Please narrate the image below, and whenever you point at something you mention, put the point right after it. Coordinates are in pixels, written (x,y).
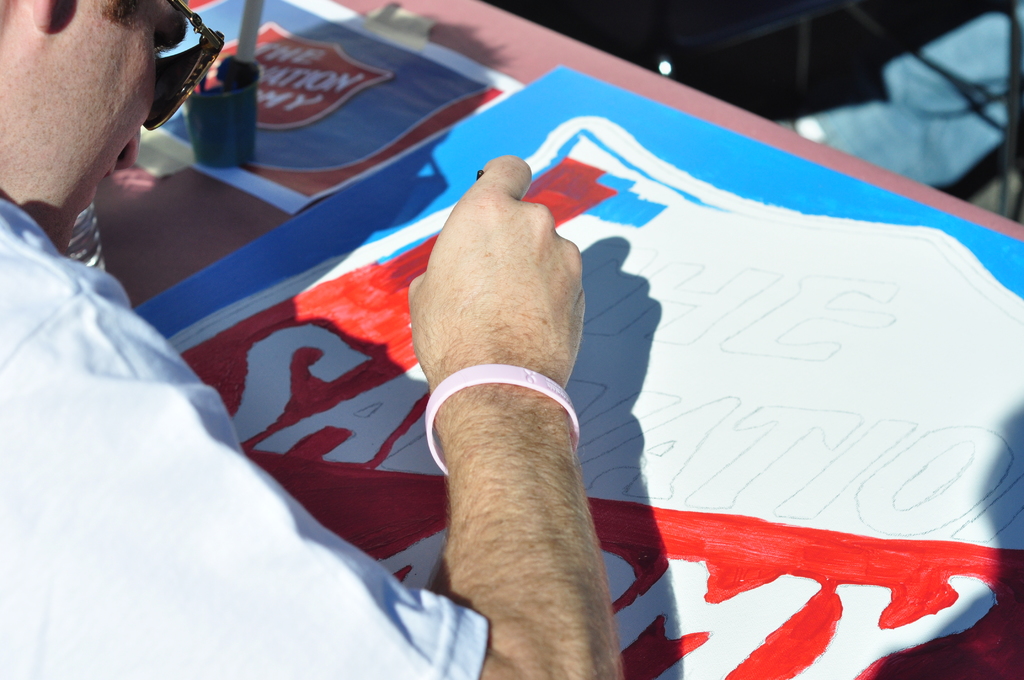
In this image, we can see a person (464,537) holding an object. In the middle of the image (408,234), we can see a poster (861,473), chart (634,326) and plastic object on the table (201,235). On top of the poster (267,167), we can see a cup (225,126) with few objects (235,69). In the top right corner (916,100), there are few objects (959,96).
